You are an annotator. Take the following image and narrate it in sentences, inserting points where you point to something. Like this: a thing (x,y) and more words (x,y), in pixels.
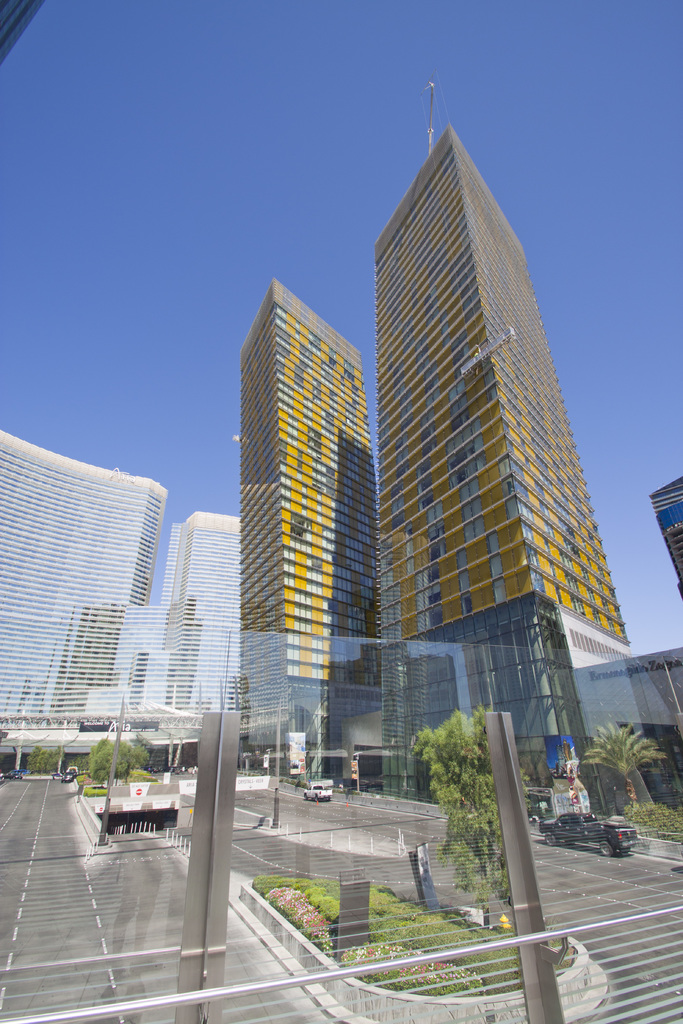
In this image I can see few buildings (343,763), trees (590,763), bridge (123,739), sky (189,25) and few vehicles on the road (350,832). In front (581,939) I can see the glass fencing (455,895).
